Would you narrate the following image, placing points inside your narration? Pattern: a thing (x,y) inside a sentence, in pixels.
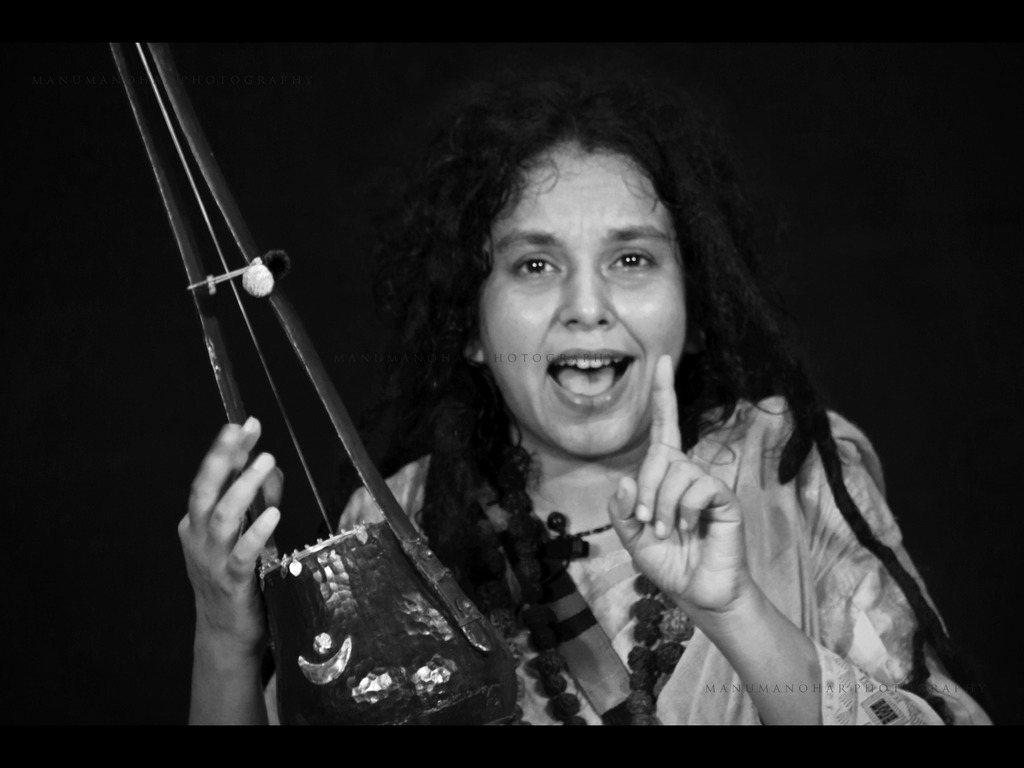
In this picture there a lady (579,454) in the center of the image (665,278), by holding a musical instrument (306,592) in her hand (241,592).
